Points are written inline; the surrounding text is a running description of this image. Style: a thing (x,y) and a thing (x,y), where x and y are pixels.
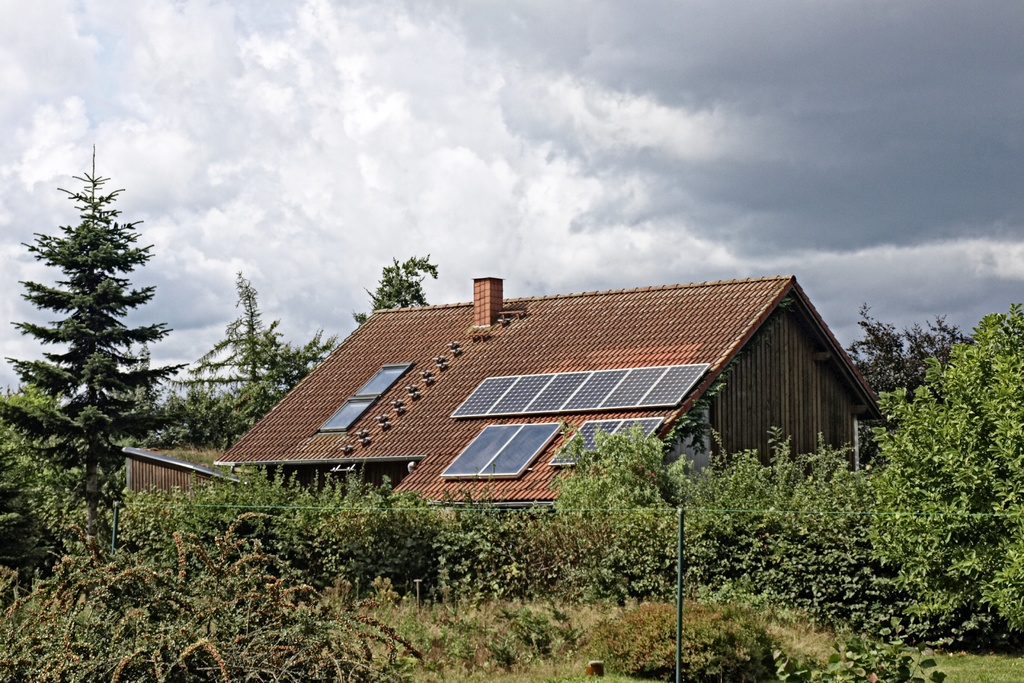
In this image we can see a house (547,323), grass (494,677), plants (173,596), rods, and trees (995,426). In the background (217,245) there is sky (409,194) with clouds (864,162).
